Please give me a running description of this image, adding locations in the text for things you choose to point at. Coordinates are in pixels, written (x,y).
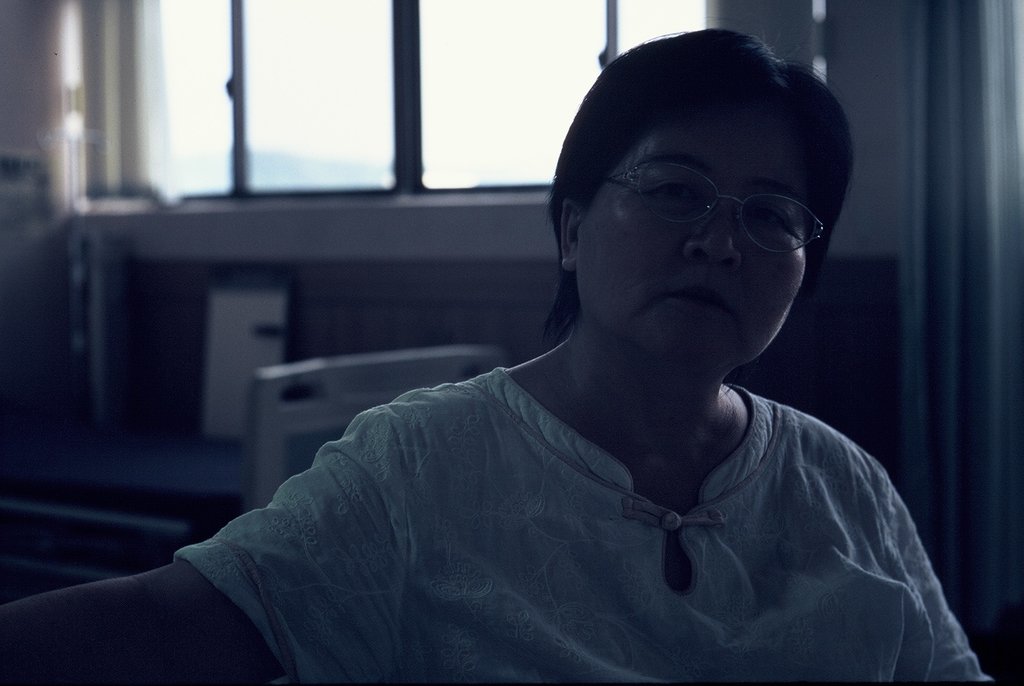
In this image we can see the person (586,487) sitting on the chair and at the back (603,21) we can see the wall (486,225) with the window (329,103) and curtain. And the object (248,352) looks like a pad (246,431).
